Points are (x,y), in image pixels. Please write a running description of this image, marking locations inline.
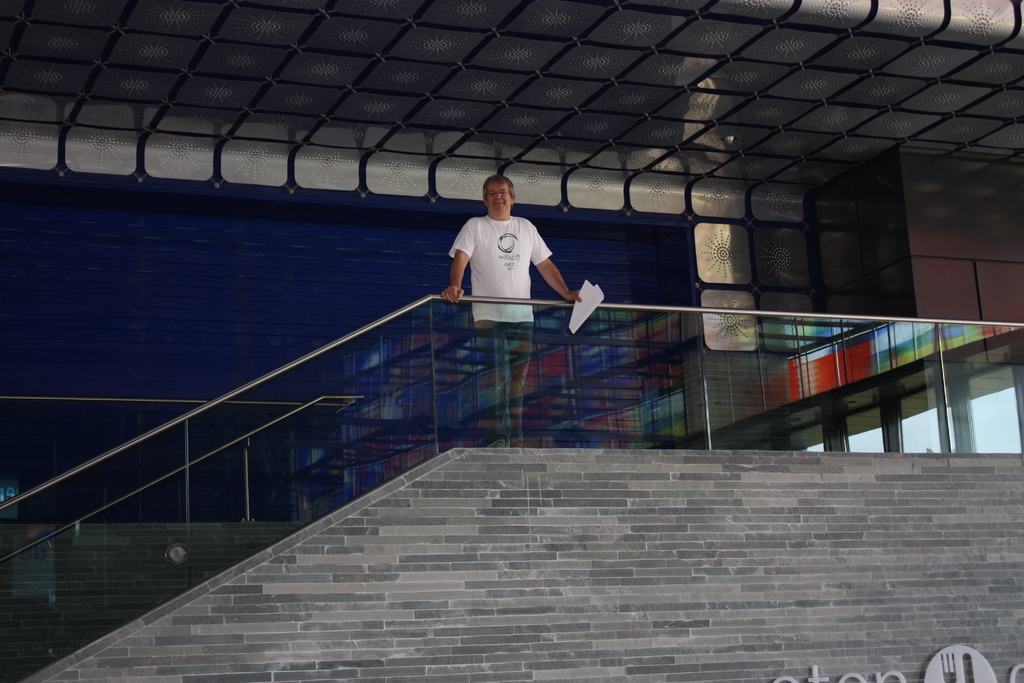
As we can see in the image there are stairs (144,628), building (481,116), a man (506,221) wearing white color t shirt (518,279) and holding papers (582,323).
